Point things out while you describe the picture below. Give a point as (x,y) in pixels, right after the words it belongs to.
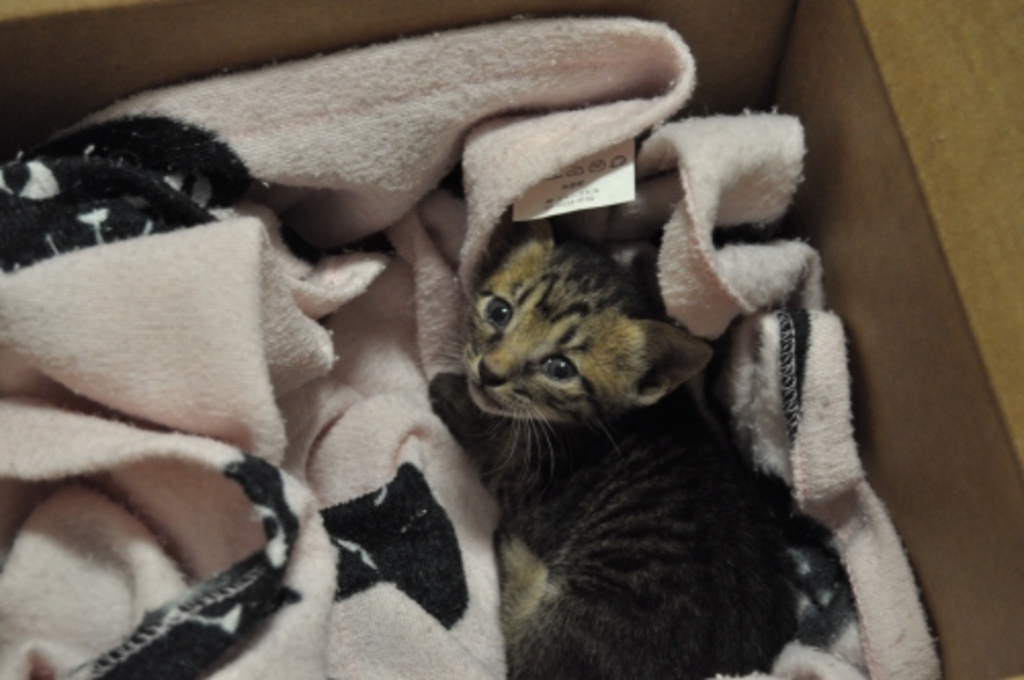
In this image, we can see a cat (613,309) and a cloth (338,132).
